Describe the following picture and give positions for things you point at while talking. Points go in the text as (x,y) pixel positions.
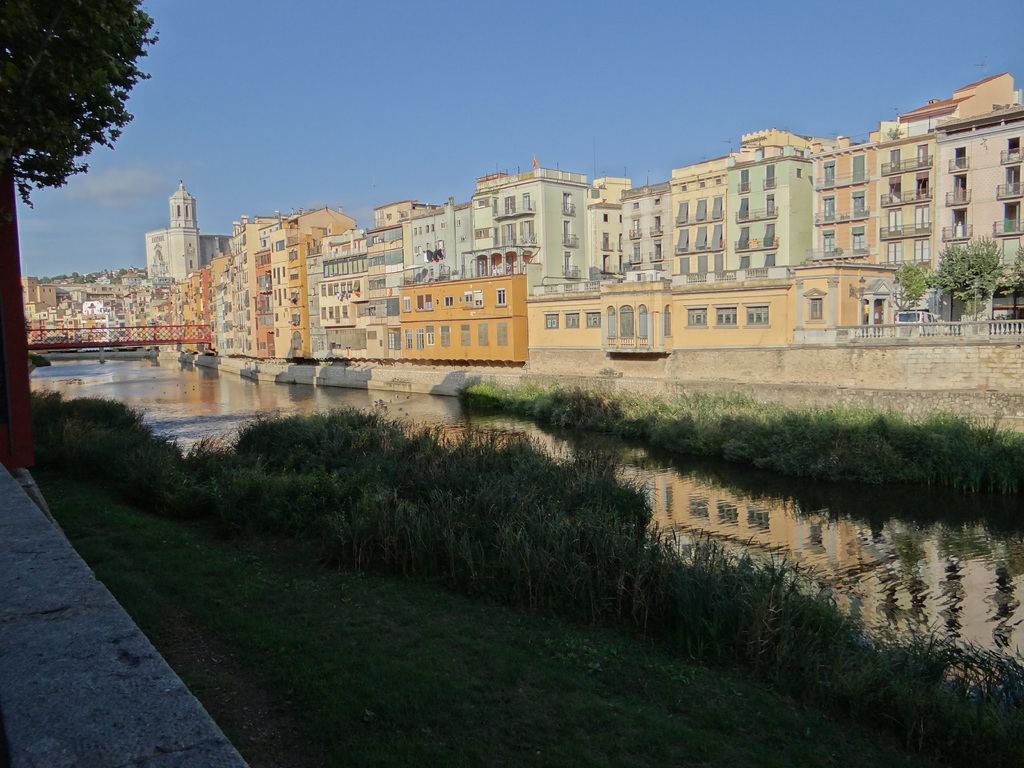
In this picture we can see the buildings (440,269). In front of the buildings (406,300), there are trees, a bridge (119,343), water (656,480) and grass (240,498). At the top of the image (418,89), there is the sky (466,87).
